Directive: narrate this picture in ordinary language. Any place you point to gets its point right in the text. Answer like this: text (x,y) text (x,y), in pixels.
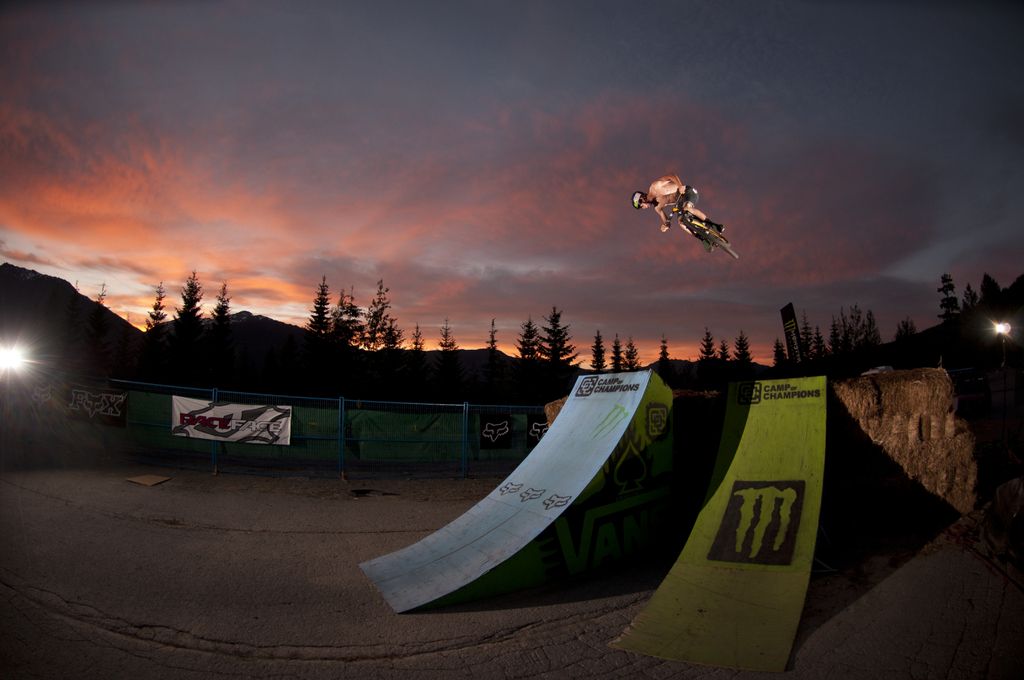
In the middle of the image (343,411) there is a fencing (456,440), on the fencing (456,440) there are some banners (84,407). Behind the fencing (342,440) there are some trees (544,387) and hills (20,304) and poles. At the top of the image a person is riding a bicycle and jumping. Behind him there are some clouds (267,226) in the sky (381,258).
